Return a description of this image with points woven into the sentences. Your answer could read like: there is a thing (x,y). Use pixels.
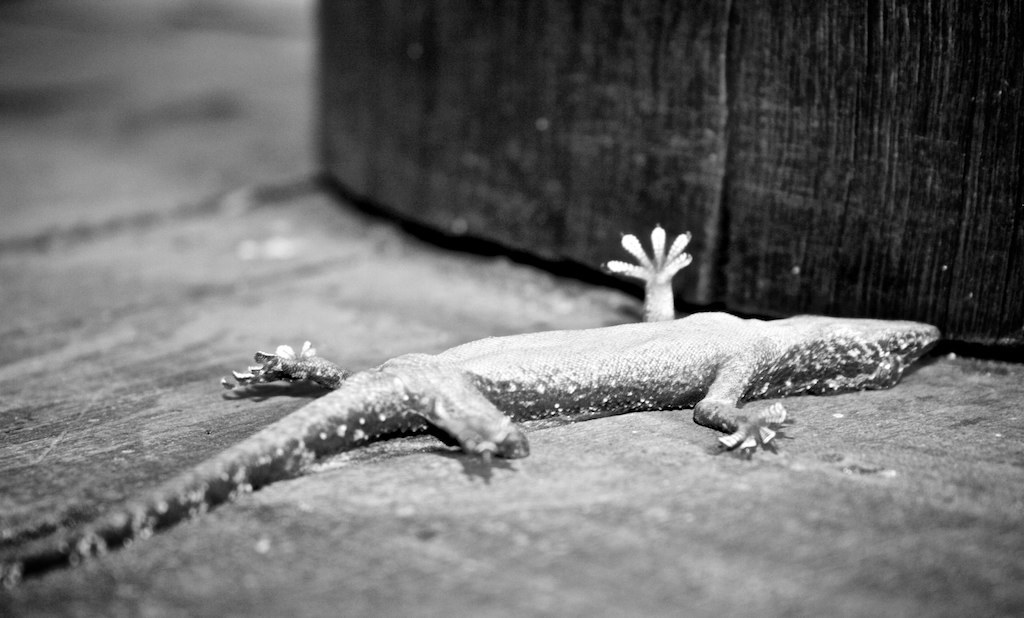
In this image in the center (595,389) there is a lizard (607,369), and at the bottom (859,465) there is floor (869,437). And at the top of the image (520,96) there is a wooden board like object (624,99), and there is a blurry background (407,77).
